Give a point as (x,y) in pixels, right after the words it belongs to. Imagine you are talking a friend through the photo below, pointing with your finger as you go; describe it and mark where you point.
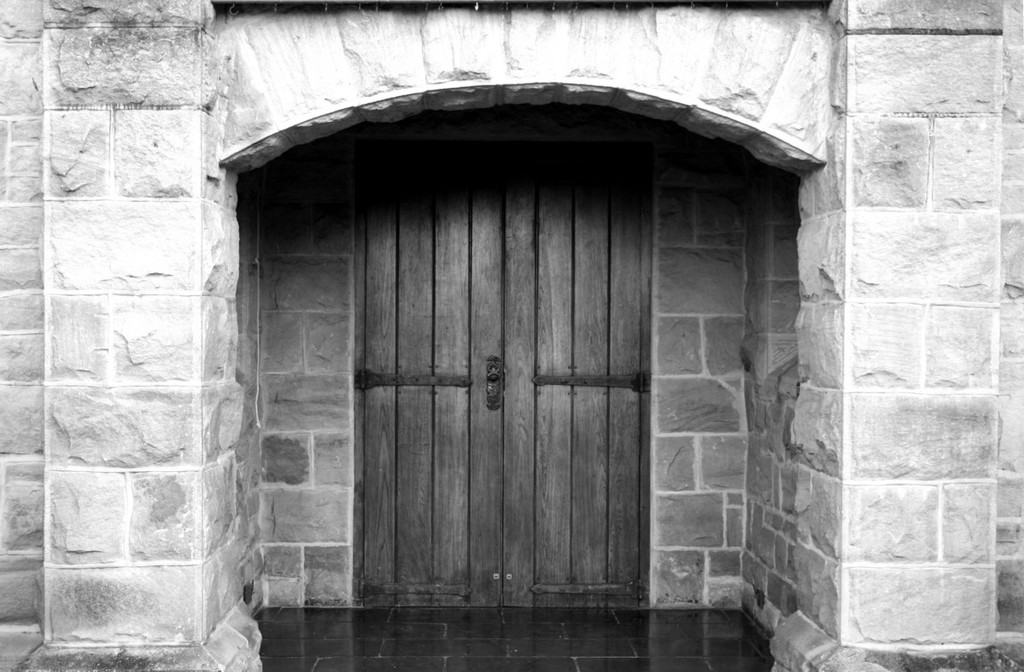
In the foreground of this black and white image, there is an arch (255,158) to the wall (833,360). In the background (569,399), there is a wooden door (446,409).
